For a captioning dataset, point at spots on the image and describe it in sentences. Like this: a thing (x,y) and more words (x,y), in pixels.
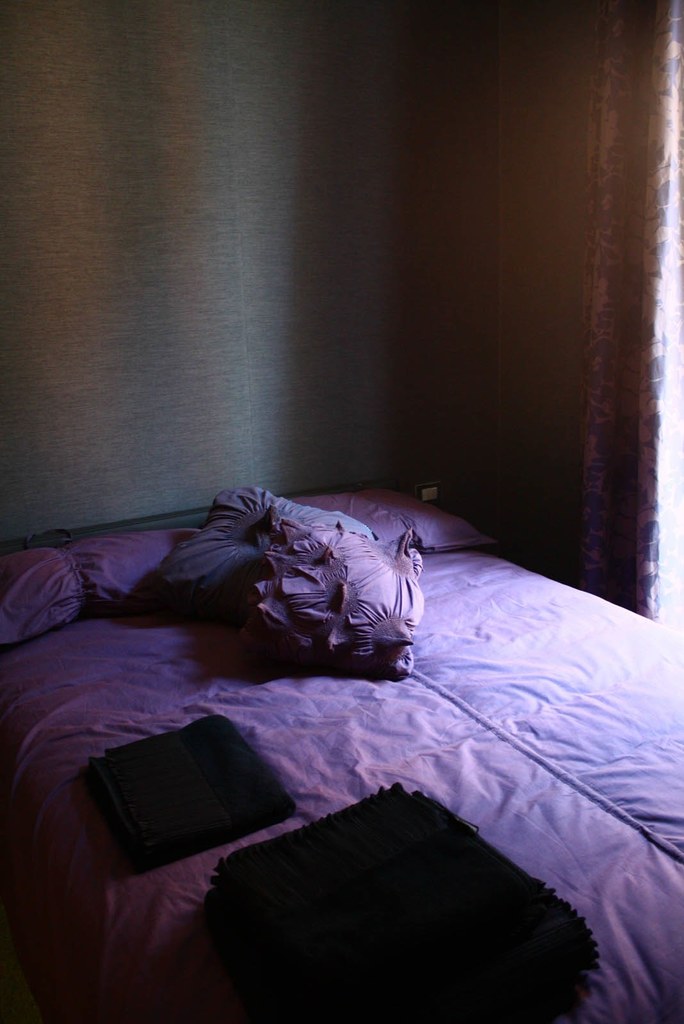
In this image there is a bed (341,790) and on the bed (332,715) there are pillows (249,547) and there are objects (266,864) which are black in colour. On the right side (610,272) there is a curtain (616,310).
